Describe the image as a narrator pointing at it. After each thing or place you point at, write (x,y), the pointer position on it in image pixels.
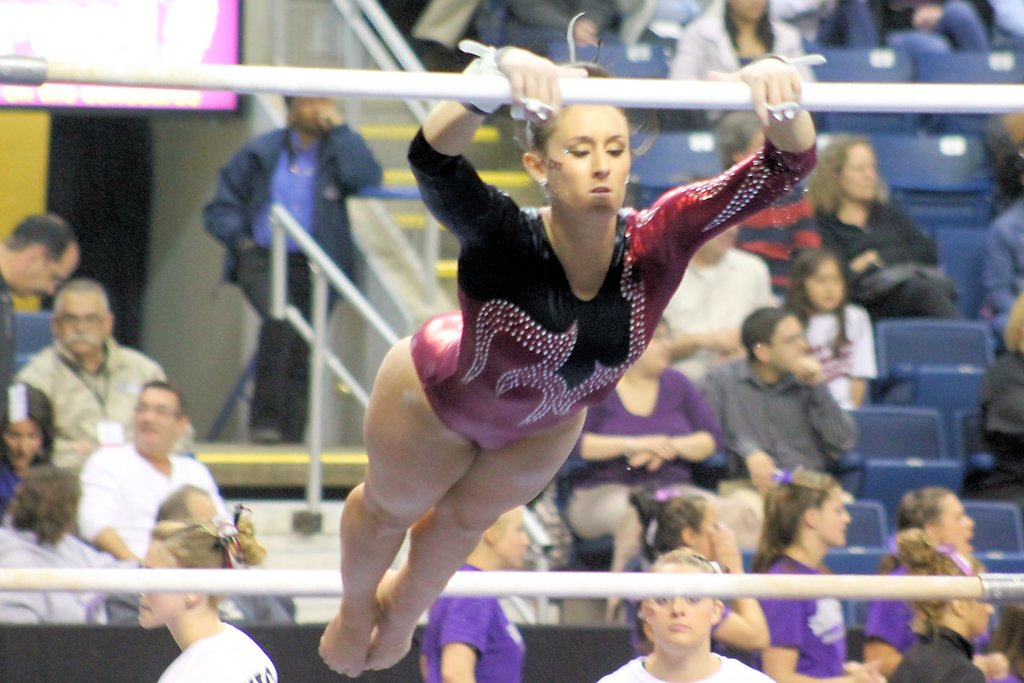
In this image I can see a person (479,189) holding bar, the person (615,174) is wearing black and maroon color dress (504,292). Background (173,463) I can see few other persons (173,436) some are standing and some are sitting and a screen (134,37).
